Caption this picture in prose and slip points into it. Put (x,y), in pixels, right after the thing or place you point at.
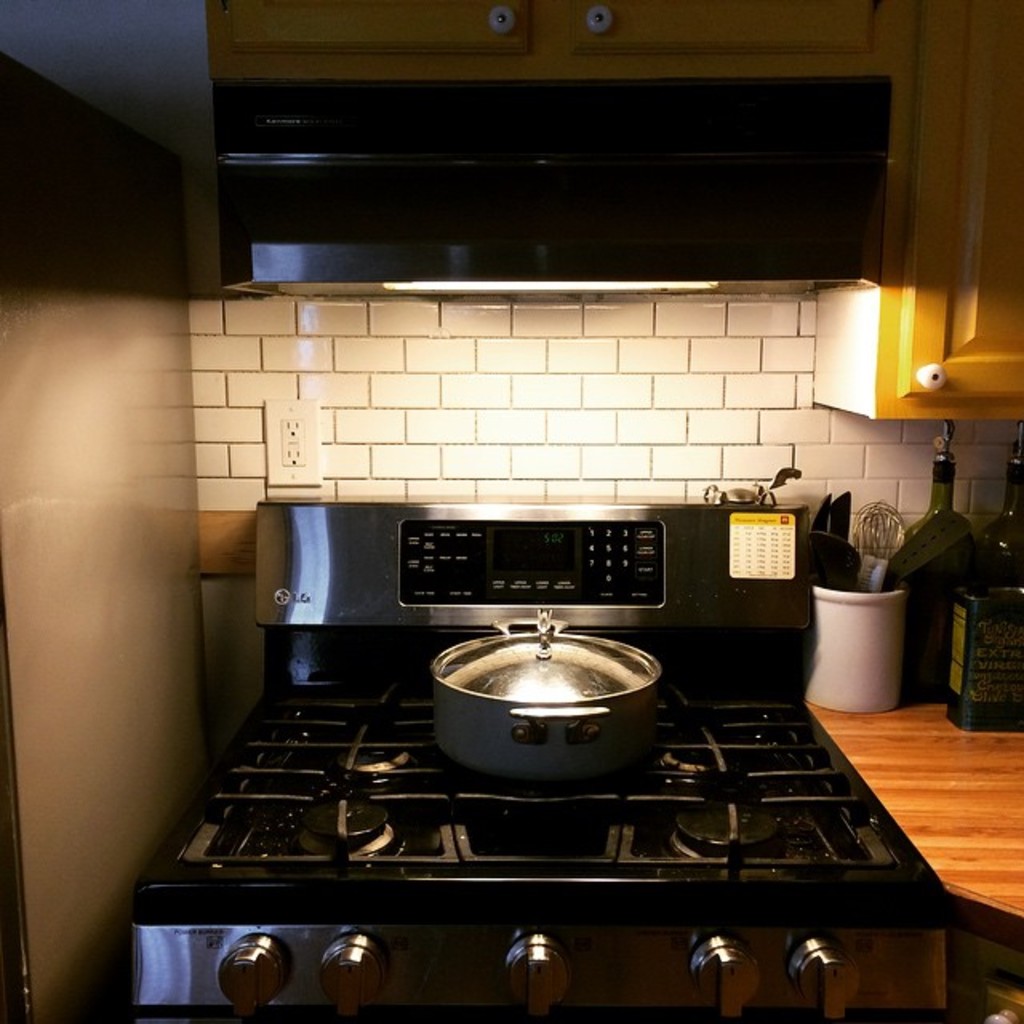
In this picture I can see a vessel (607,768) on the stove (518,798), on the right side (944,636) there are bottles (946,609), in the middle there is the light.
